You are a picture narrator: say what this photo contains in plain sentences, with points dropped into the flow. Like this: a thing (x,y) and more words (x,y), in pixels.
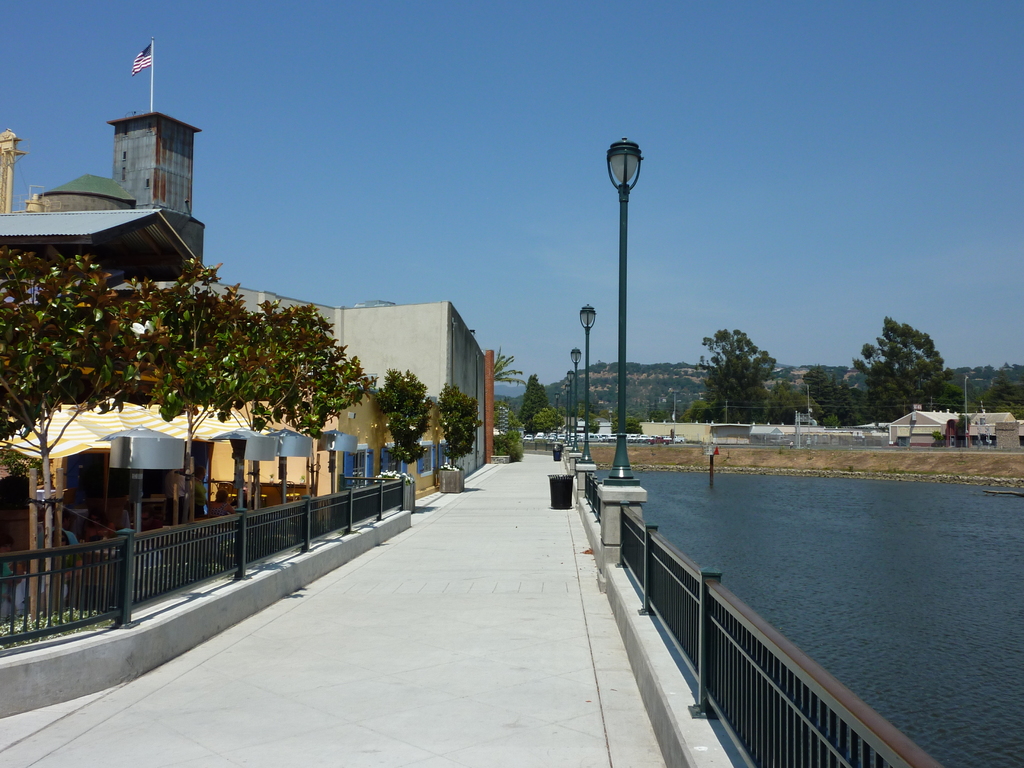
In this image we can see buildings (167,215), shed (107,215), flag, street poles (626,196), street lights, trees (254,409), iron grills (133,558), water (672,482), trees (894,393) and sky (463,127).
